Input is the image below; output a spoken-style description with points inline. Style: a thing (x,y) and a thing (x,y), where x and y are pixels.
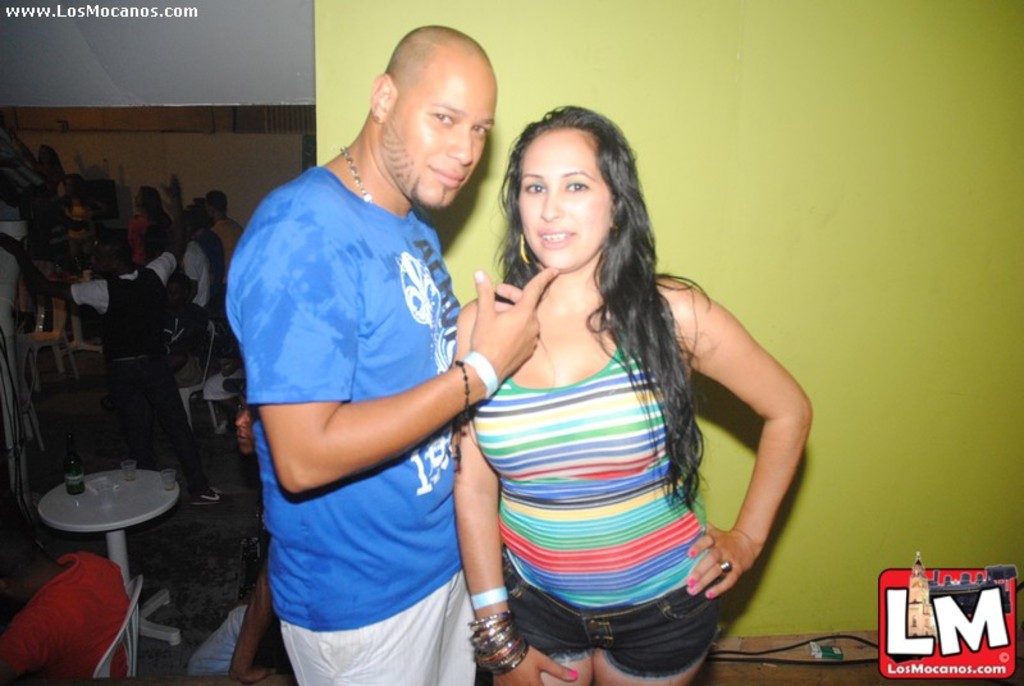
This image consists of two persons (414,418) in the middle (414,418). One is man (288,482), another one is a woman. On the left side (121,320), there are so many people (104,334). There are tables (108,505) and chairs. On the table (108,533) there are glasses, tissues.
